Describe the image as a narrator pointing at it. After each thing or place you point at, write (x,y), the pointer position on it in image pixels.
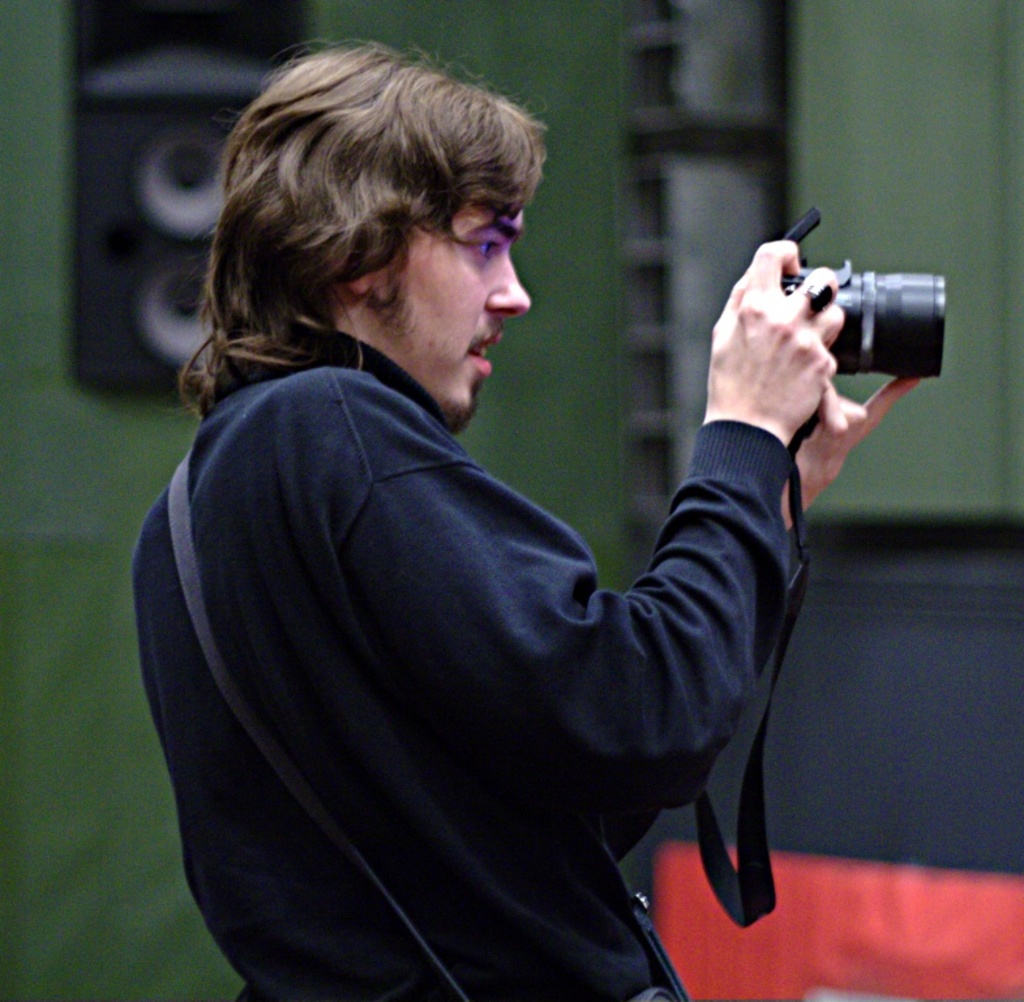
In the image we can see a man (420,653) standing, wearing clothes (448,637) and the man (801,331) is holding camera (876,309) in hands (788,324). Here we can see sound box (202,195) and the background (72,27) is blurred.
